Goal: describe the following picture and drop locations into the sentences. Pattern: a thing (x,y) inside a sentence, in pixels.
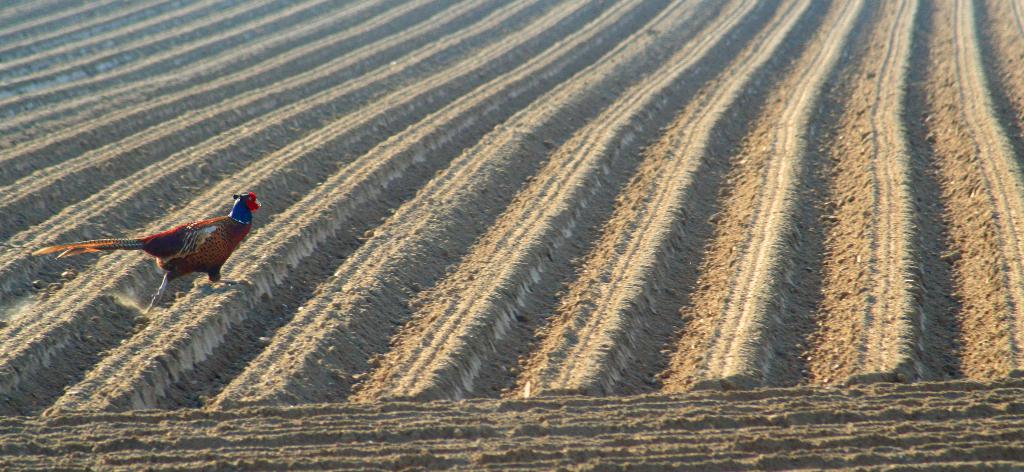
In the image there is a cultivated land (445,178) with ridges (399,324). On the land (203,311) there is a bird (191,247) which is in brown, blue and red color is walking.
